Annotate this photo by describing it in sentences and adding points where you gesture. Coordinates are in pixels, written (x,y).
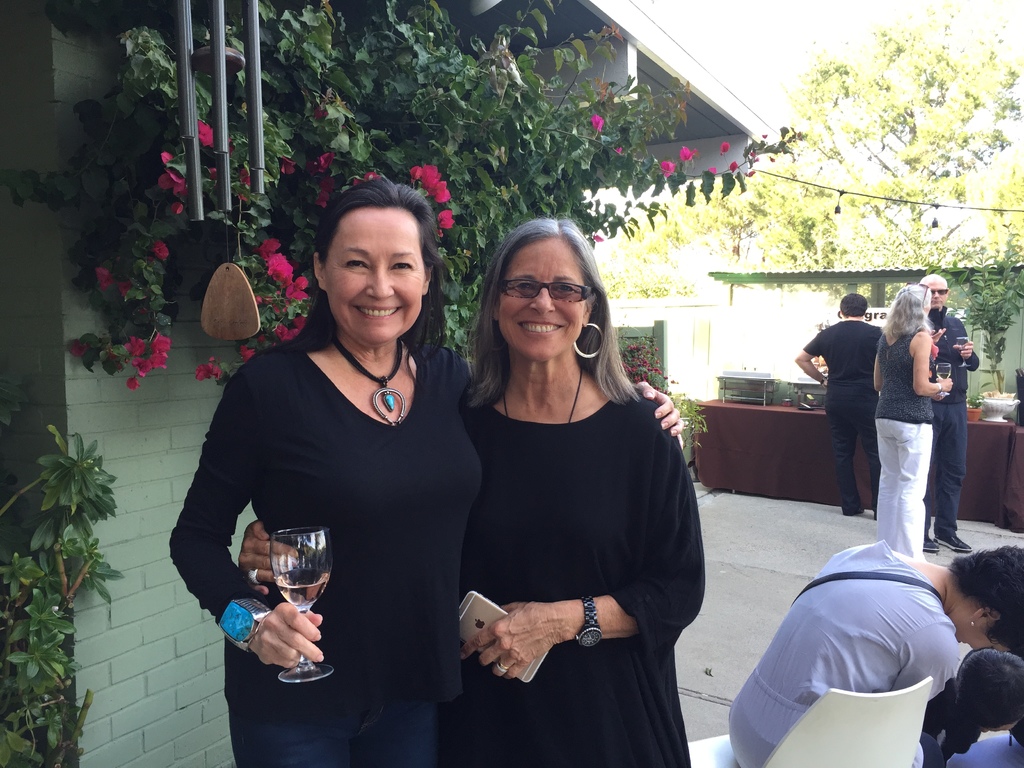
In front of the picture, we see two women (482,593) are standing. They are smiling and they are posing for the photo. The woman (352,559) on the left side (301,598) is holding a glass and a woman (595,553) on the right side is holding the mobile phone (487,614). In the right bottom (920,667), we see the woman (757,670) is sitting on the chair (873,712). On the left side (301,98), we see the plants (384,95) which have red flowers (160,339). Behind that, we see a wall (187,440). On the right side (899,506), we see three people (890,479) are standing. In front of them, we see a table (811,417) on which bowl (748,381) and vessels (808,399) are placed. Behind that, we see a shed (778,300). There are trees (795,217) in the background (880,240). At the top (692,36), we see the sky (781,77).
